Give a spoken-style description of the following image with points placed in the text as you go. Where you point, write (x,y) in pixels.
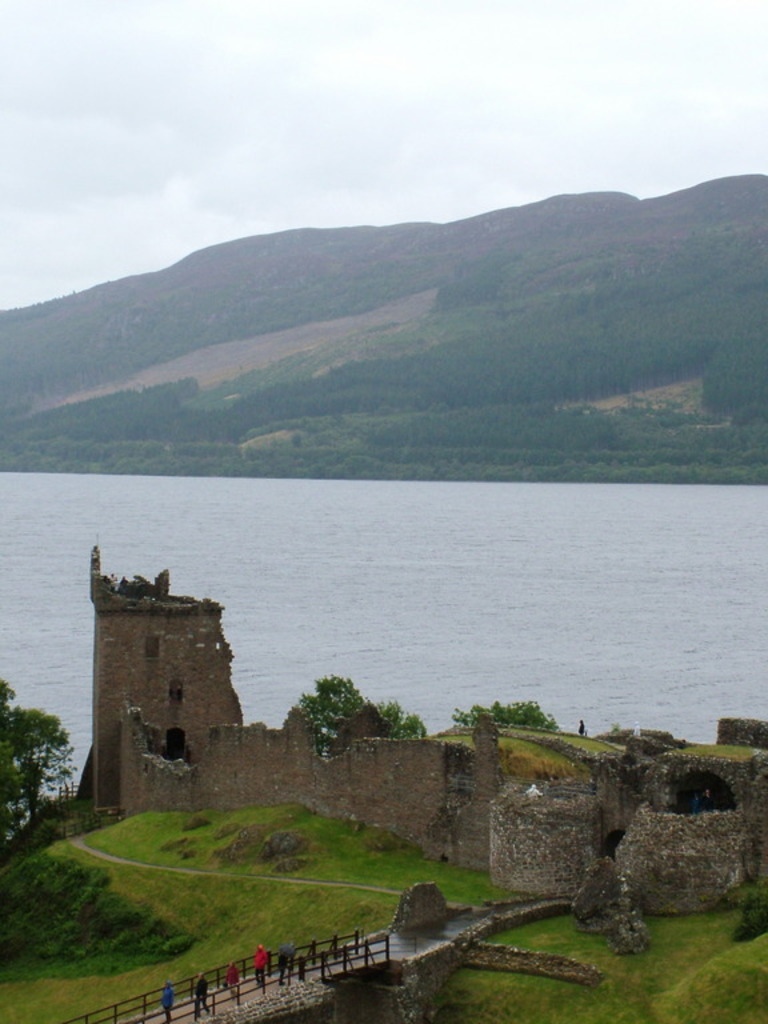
In the background of the image (300,235) there is a mountain (356,325). There is sky (308,93). In the center of the image (291,546) there is water (416,556). At the bottom of the image (408,938) there is a bridge (158,1017) there are people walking on it. There is a broken wall (339,792). There is grass (229,892). There are trees (332,695).
